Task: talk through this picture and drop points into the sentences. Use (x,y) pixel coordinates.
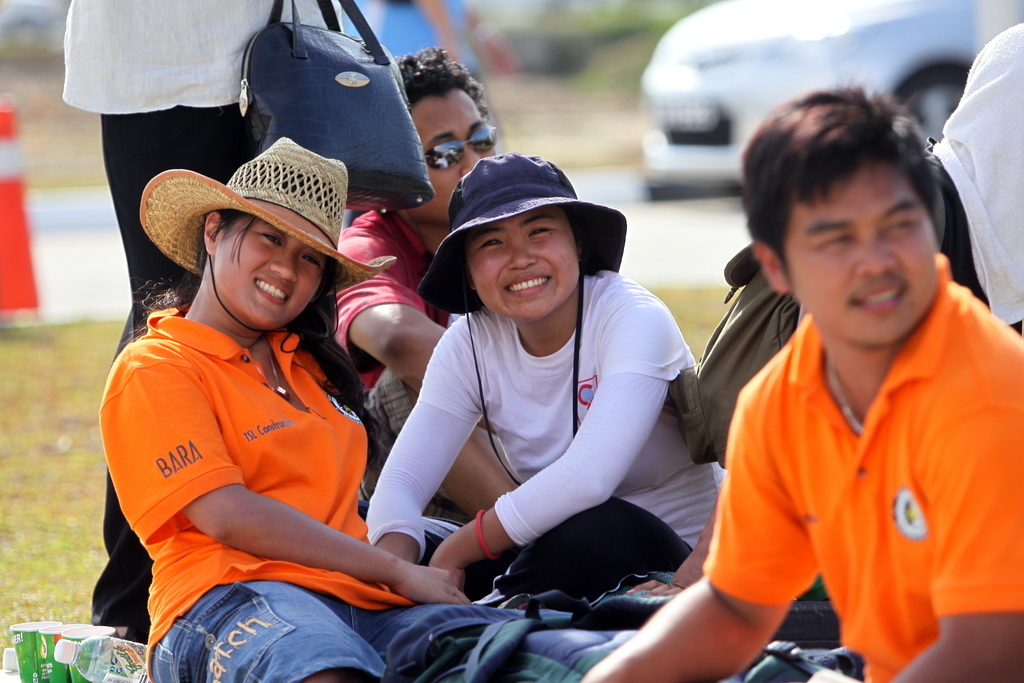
In the middle of the image (372,244) few people (333,159) are sitting and smiling. Behind them a person (101,623) is standing and holding a bag (370,171). In the top right corner of the image (750,42) there is a vehicle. In the bottom left corner of the image (104,645) there are some cups (93,636) and bottle (107,650).
